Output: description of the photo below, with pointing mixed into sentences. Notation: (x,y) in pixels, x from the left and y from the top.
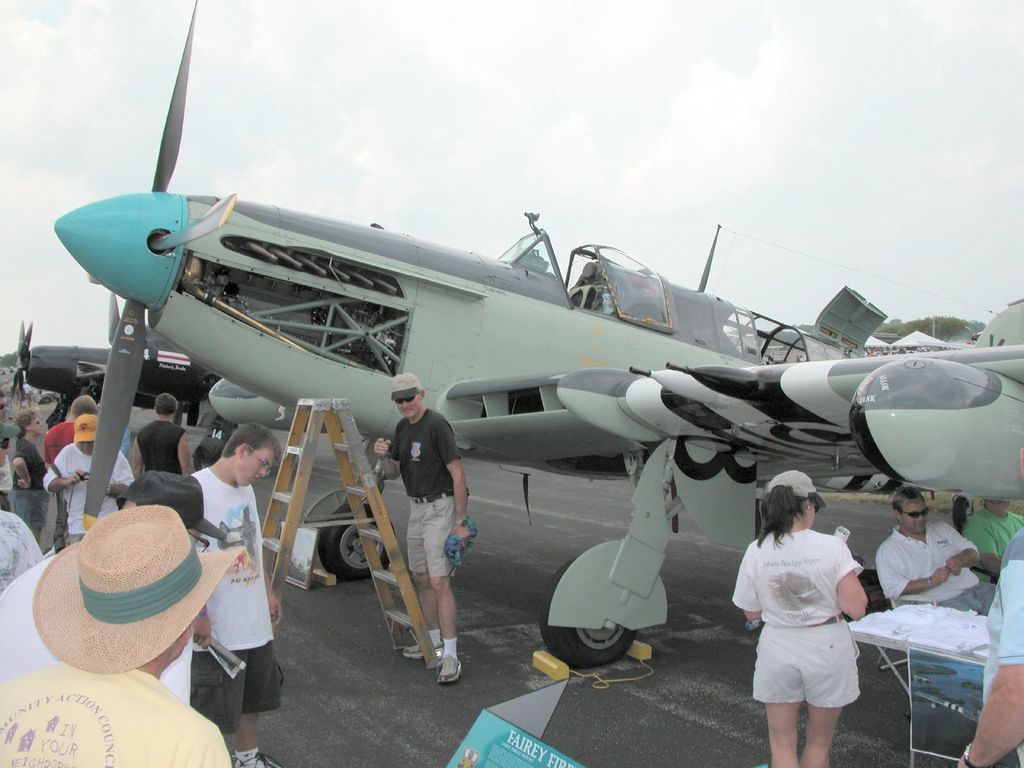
In this image I see an aircraft (382,344), a ladder (336,421), few people (176,746) over here and a table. In the background (959,93) I see another aircraft (177,348) and the sky (46,294).
